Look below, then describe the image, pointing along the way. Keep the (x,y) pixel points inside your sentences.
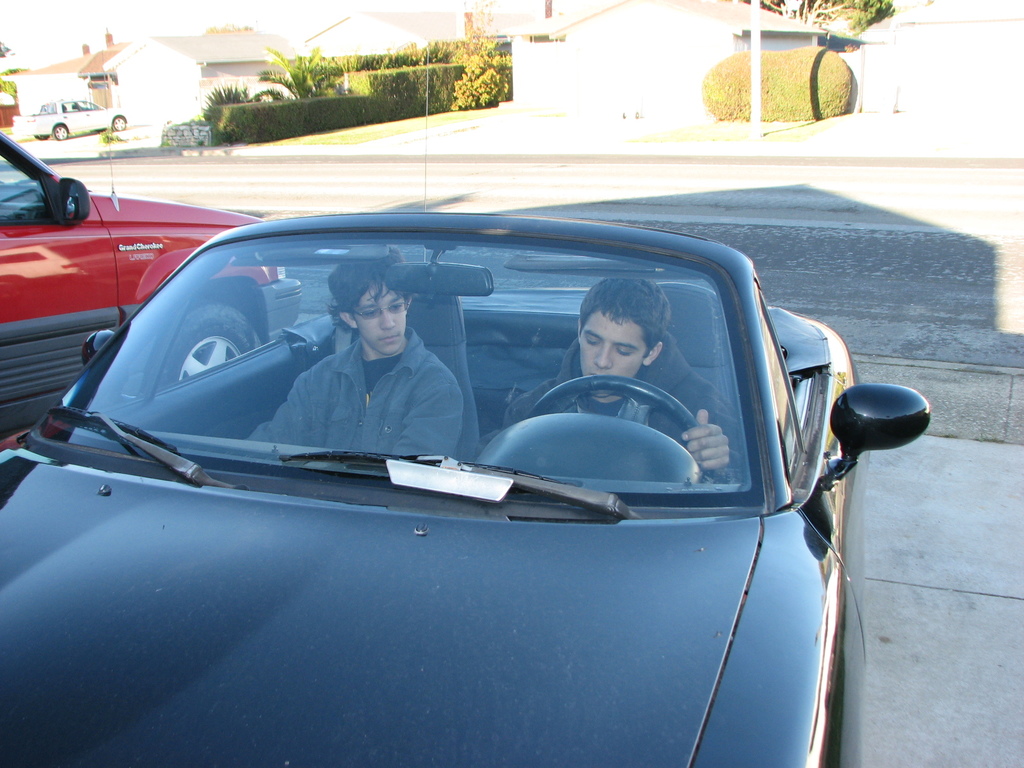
In this picture outside of the house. There are two people (591,403). They are sitting on a car (578,535). On the right side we have a person (640,357). He is holding a steering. On the left side (323,404) we have a person (358,404). He is wearing spectacle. We can see in background (270,31) buildings (249,51), trees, plants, car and sky (163,34).
